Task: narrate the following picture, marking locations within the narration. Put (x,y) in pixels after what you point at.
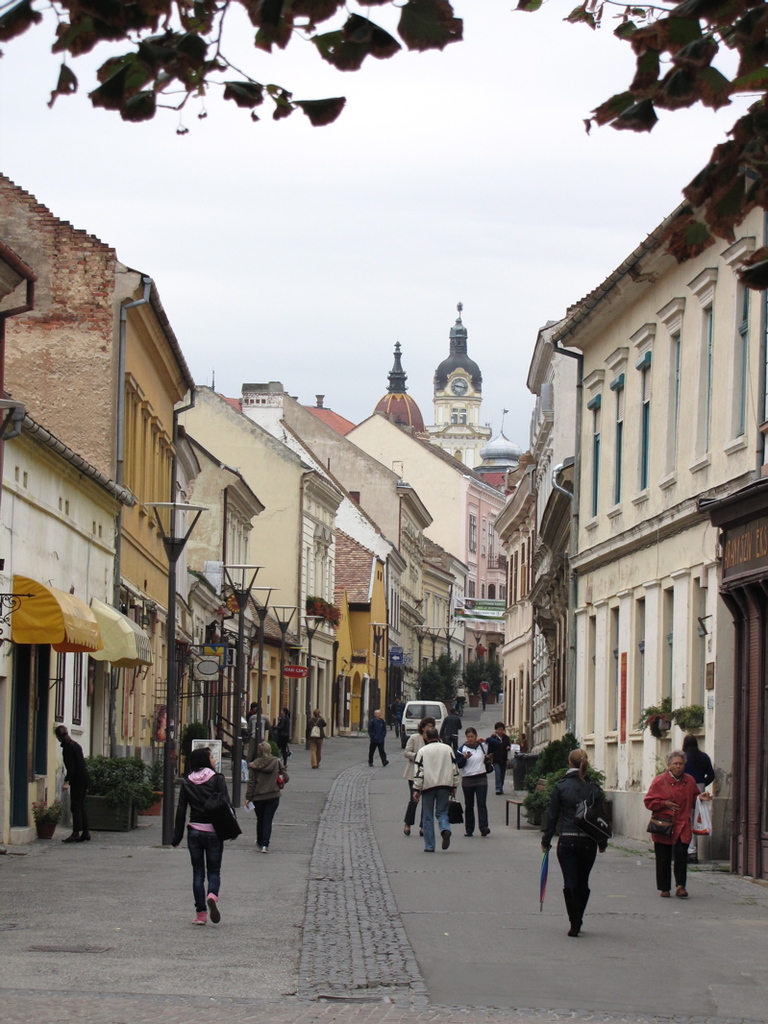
This image consists of many people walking on the road (243,990). At the bottom (256,936), there is a road (308,850). On the left (183,596) and right, there are buildings (381,403). At the top (488,25), we can see leaves (726,90) and sky (405,287). On the left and right, there are potted plants (122,822).
